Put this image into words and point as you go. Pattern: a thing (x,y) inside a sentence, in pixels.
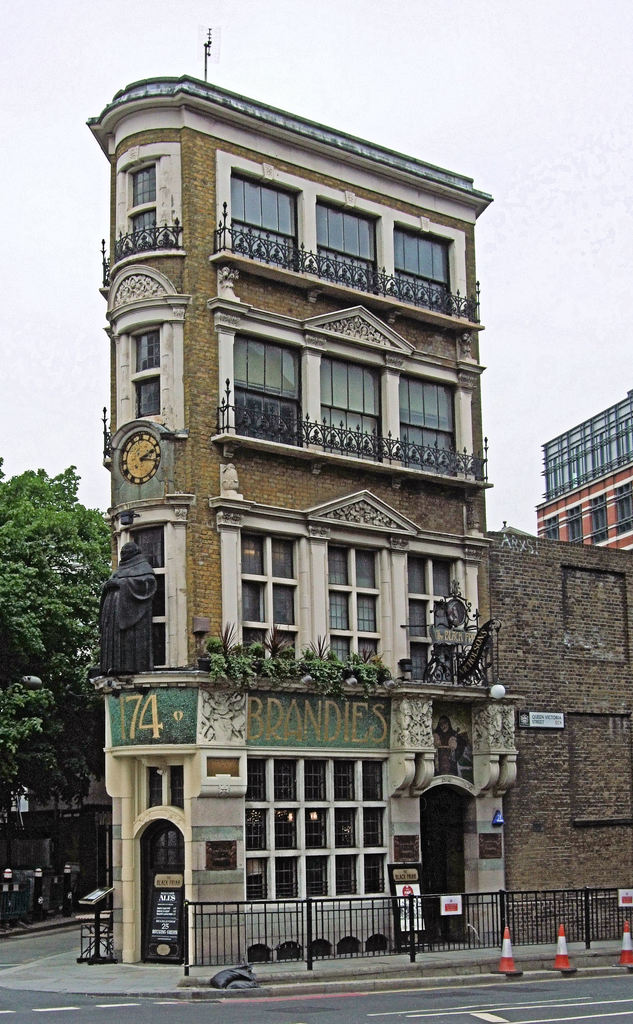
This is an outside view. At the bottom of the image (264,1008) I can see the road (486,998), railing (245,947) and footpath (569,946). Here I can see a building (253,587). On the left side (41,624) there is a tree (65,635). On the top of the image (542,168) I can see the sky (518,223). In front of this building (155,748) I can see a statue (134,615) of a person (136,664).
